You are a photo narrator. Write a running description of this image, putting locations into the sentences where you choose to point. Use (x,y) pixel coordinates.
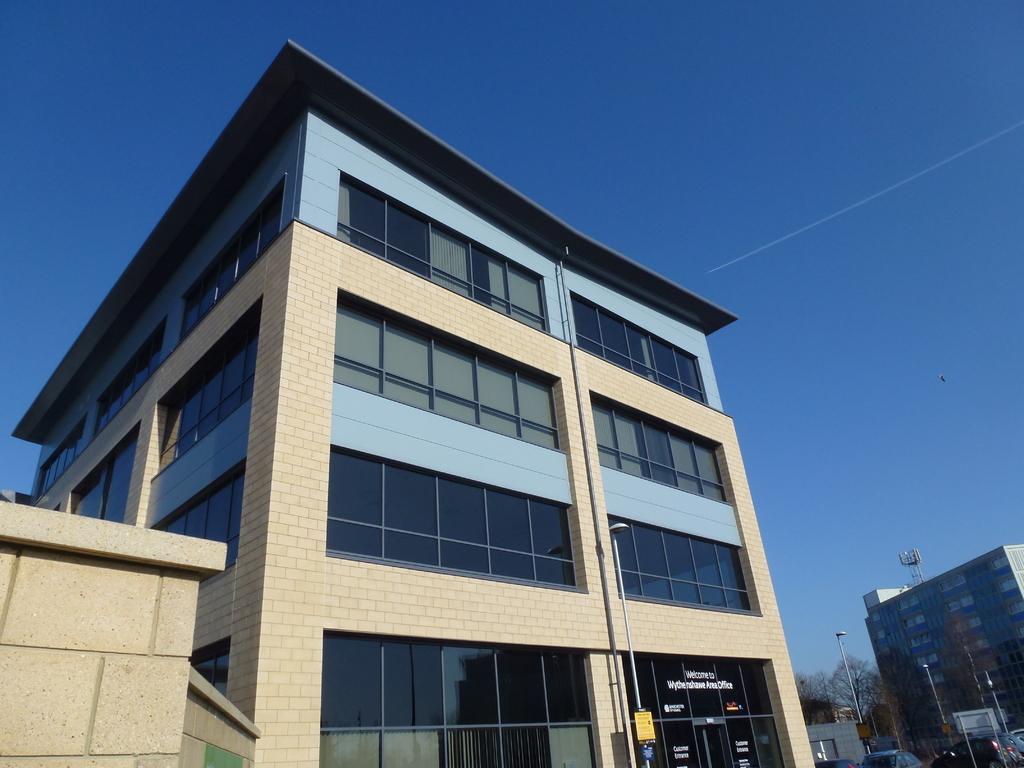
This picture might be taken outside of the building (489,544). In this image, on the left side (0,762) corner, we can see a wall (191,619). In the middle of the image (407,497), there is a building (664,513), street lights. On the right corner (1008,655), we can see a building (1016,616), trees (970,682), cars (972,742), street lights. On the top (778,128) there is a sky (907,210) and a contrail (880,193) which is in air (881,253).
